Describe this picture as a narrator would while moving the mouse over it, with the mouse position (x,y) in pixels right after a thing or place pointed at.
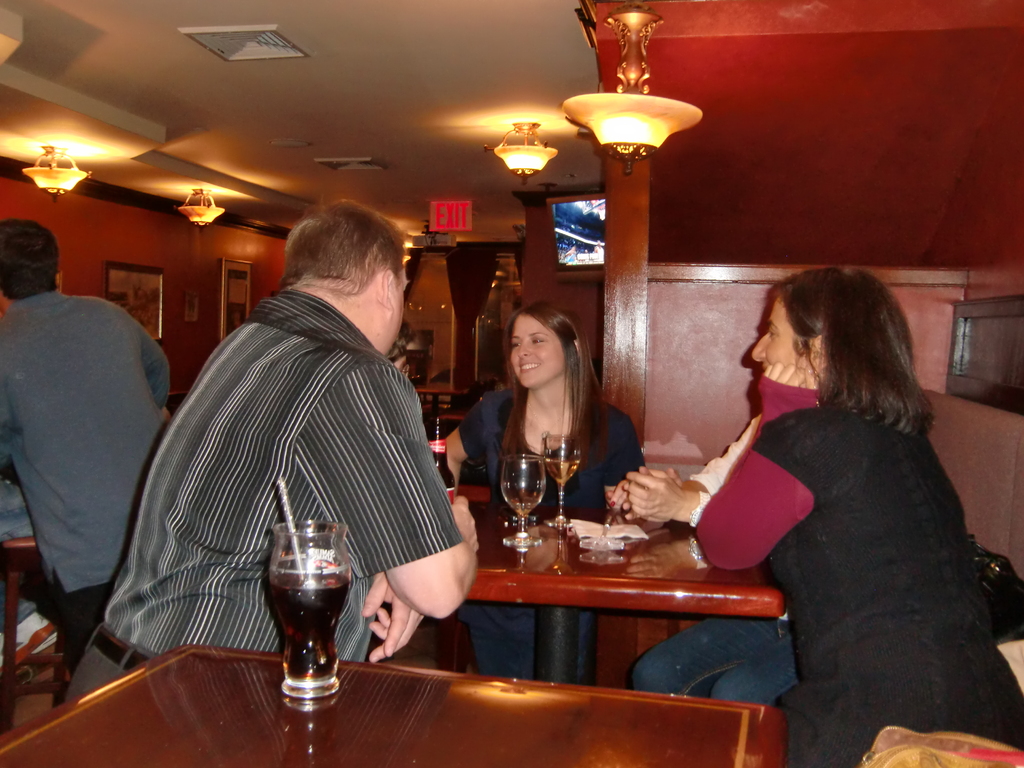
In the image there are few tables (574,656) and chairs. In the middle (350,385) around a table (582,589) few people (792,572) are there. On the table (534,573) there are bottles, glasses (524,506), napkin (579,523). On the ceiling (420,68) there are lights (557,149). On the foreground (312,545) on a table (407,712) there is a glass (307,564) with straw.
